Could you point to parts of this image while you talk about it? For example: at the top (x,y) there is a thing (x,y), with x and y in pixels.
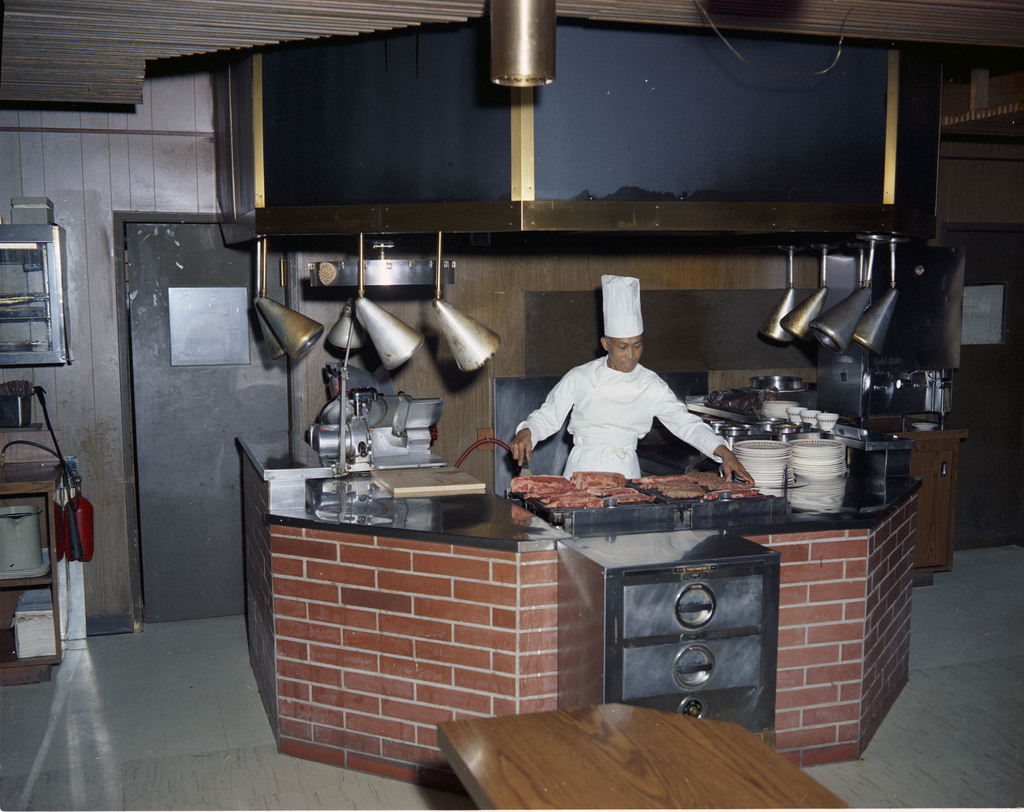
There is a person (572,421) standing wearing a cap (627,295). He is holding something. In front of him there is a table (467,527). On that there is a food item (624,483), cutting board (477,484), plates (799,454), cups (808,414) and many other items (377,468). Also there is a steel cupboard (581,635) and a brick wall (433,637). In front of that there is a table (633,770). On the left side (49,478) there is a table (39,457). Inside that there are many items (13,562). Also there is a fire extinguisher (87,514). On the wall (76,333) there is a cupboard (45,303). In the back (179,373) there is a door (205,377). And there are some other items (447,315) hanged on the ceiling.
